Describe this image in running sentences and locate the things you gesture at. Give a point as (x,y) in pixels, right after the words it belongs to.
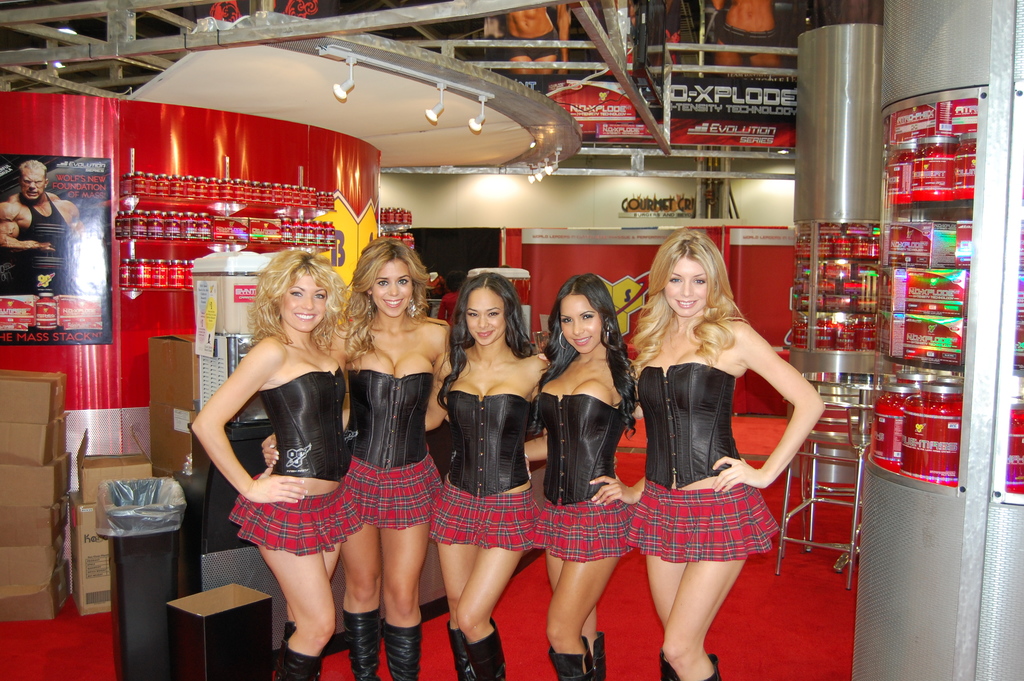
In the center of the image (382,356) we can see ladies (812,388) standing. In the background (865,134) there are pillars (801,165) and we can see boxes (112,473). There is bin (155,627) and we can see a table (200,526). On the right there is a stand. We can see boards (59,167) placed on the wall (653,184).
